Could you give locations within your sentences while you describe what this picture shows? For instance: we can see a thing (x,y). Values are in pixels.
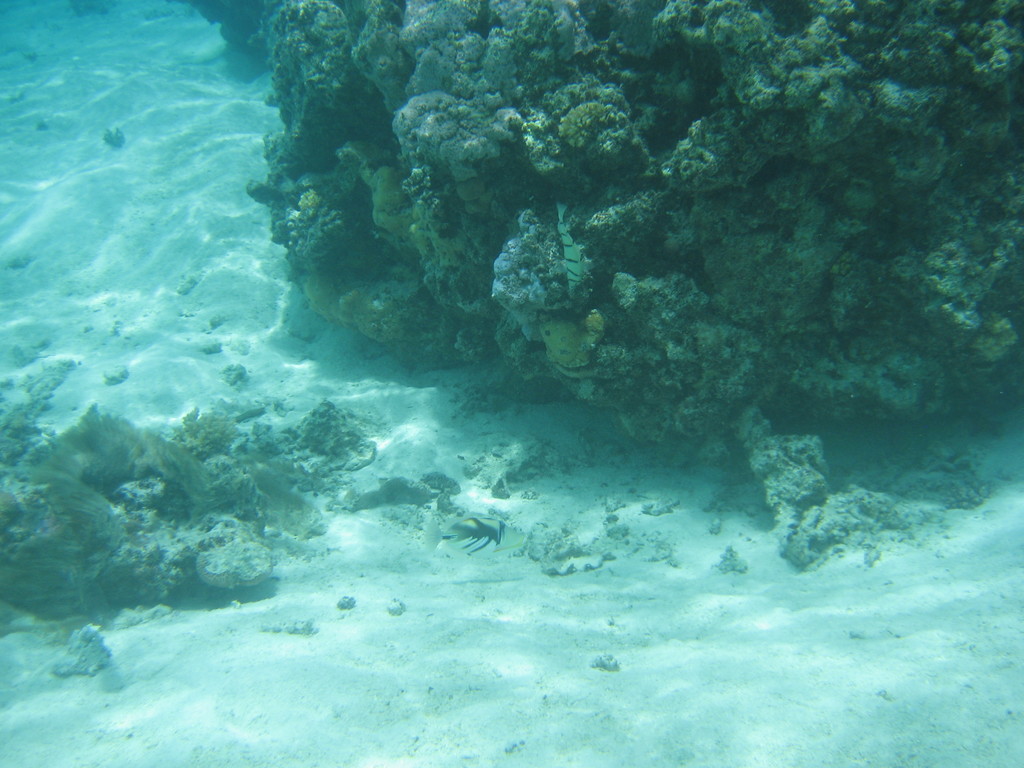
In this image we can see the water (403,428), in the water (406,445), we can see there are some objects (419,159).
